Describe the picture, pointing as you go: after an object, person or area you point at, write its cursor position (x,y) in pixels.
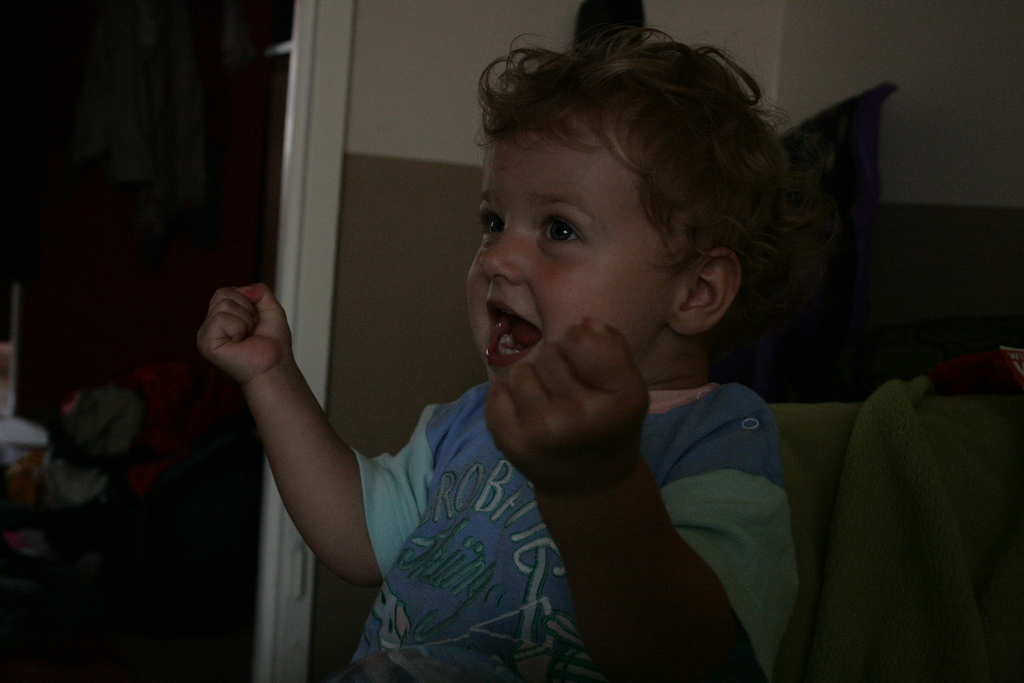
In this image I see a child (570,408) who is wearing blue dress (426,510) and I see something is written on the dress (476,582) and it is dark in the background (167,249) and I see the wall (882,24) which is of white and brown in color.
